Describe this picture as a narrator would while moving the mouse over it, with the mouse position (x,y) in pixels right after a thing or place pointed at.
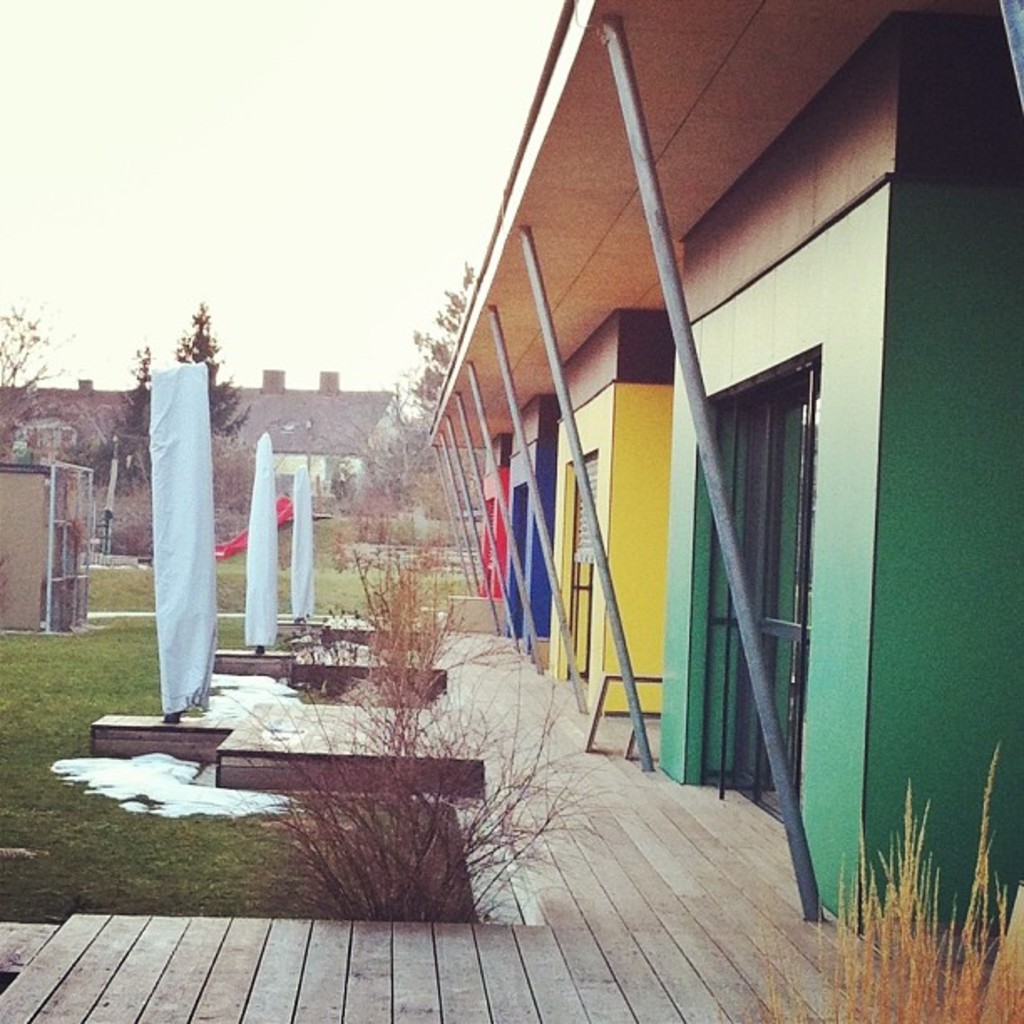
In the picture we can see some colored houses (976,456) with a shed (613,242) out of it and near it, we can see a wooden path (745,871) and to it we can see some grass plants (334,886) and grass surface (272,819) and in the background (114,325) we can see a house (110,393) and sky (29,129).
